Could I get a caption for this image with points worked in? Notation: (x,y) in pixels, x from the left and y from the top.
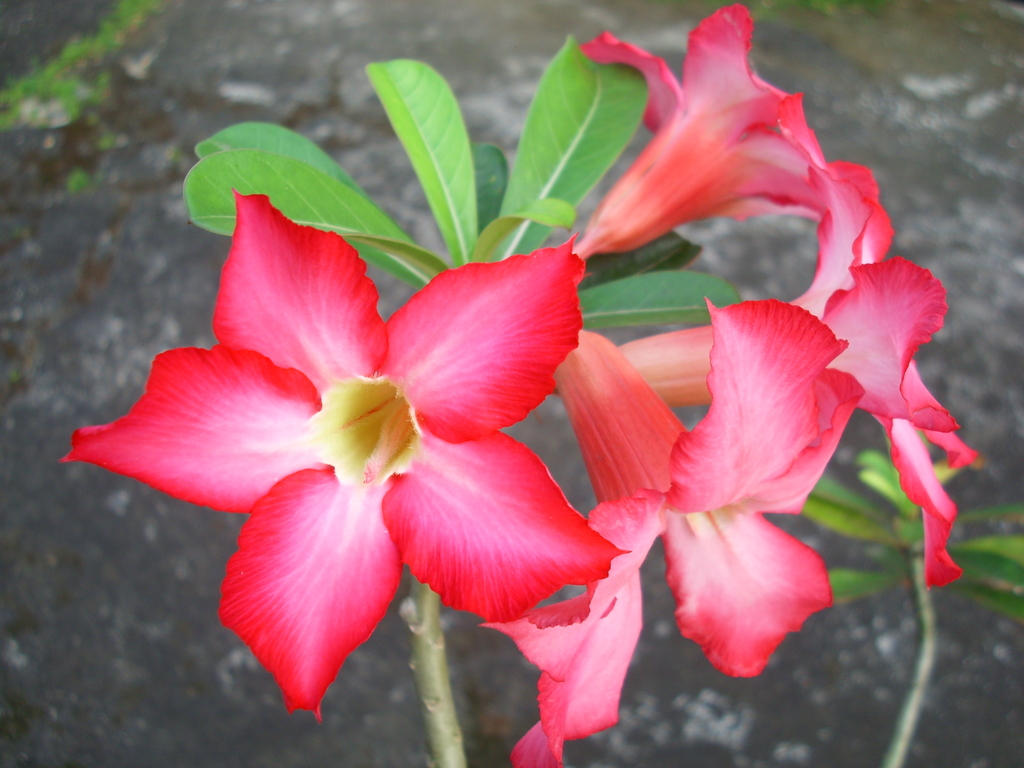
In the foreground of this image (710,478), there are flowers (761,444) to a plant (578,273). In the background (122,178), it seems like ground (79,640).
